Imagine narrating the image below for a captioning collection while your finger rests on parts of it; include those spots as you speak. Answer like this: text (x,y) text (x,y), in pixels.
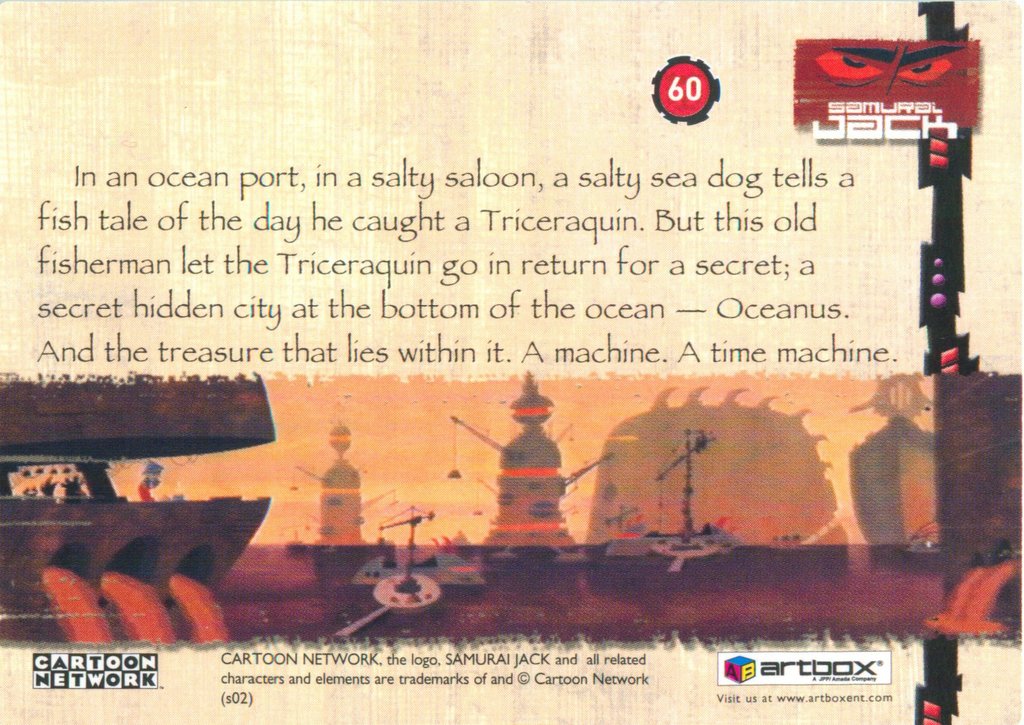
This is a poster (423,278) with something (309,656) written on that. Also there are logos (841,682) and some images (587,464) on that.
